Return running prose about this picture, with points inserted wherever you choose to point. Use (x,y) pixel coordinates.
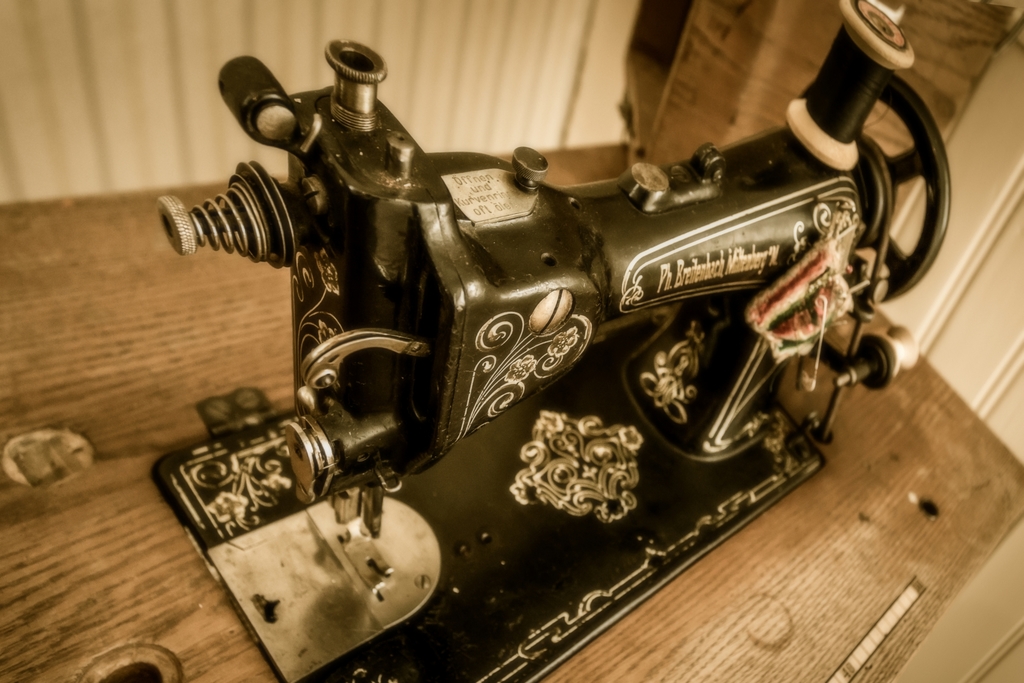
In the picture we can see a stitching machine (343,593) which is black in color with some designs (715,236) on it and under the machine (541,299) we can see a wooden plank (136,195) and behind it we can see a wall (435,17).
